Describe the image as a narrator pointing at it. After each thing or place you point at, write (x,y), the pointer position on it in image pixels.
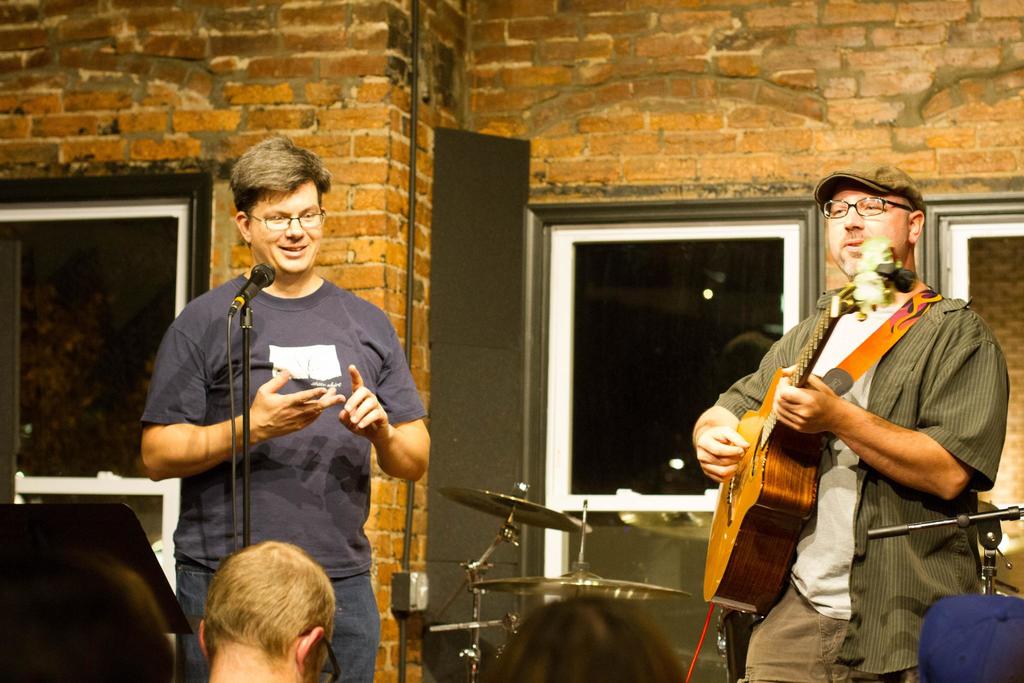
Here we can see a man (328,299) standing and smiling, and in front here is the microphone (230,307), and here a person (802,424) is standing and holding a guitar (774,505) in his hands (717,464), and here are the drums (560,519), and here is the wall (271,73) made of bricks (160,108) and here is the window (117,252).
